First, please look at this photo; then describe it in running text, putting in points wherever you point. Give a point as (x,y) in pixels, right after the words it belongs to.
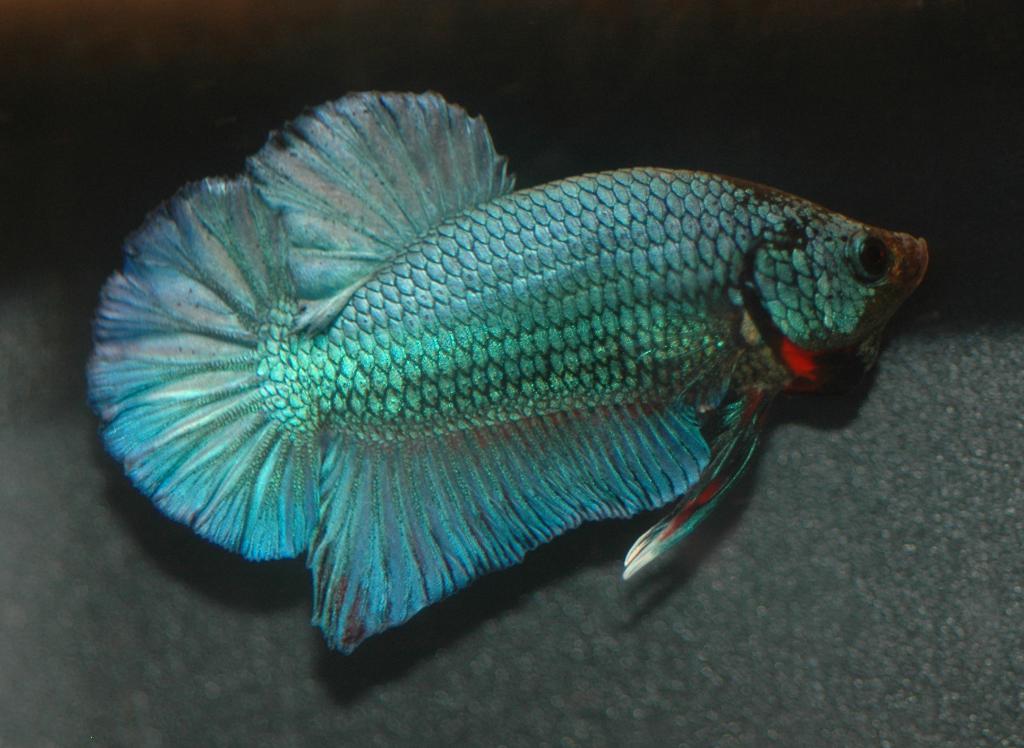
In this picture, we see a blue-green color fish (462,227). At the bottom (764,673), it is grey in color. In the background (769,140), it is black in color. This picture might be clicked in the aquarium (86,100).
